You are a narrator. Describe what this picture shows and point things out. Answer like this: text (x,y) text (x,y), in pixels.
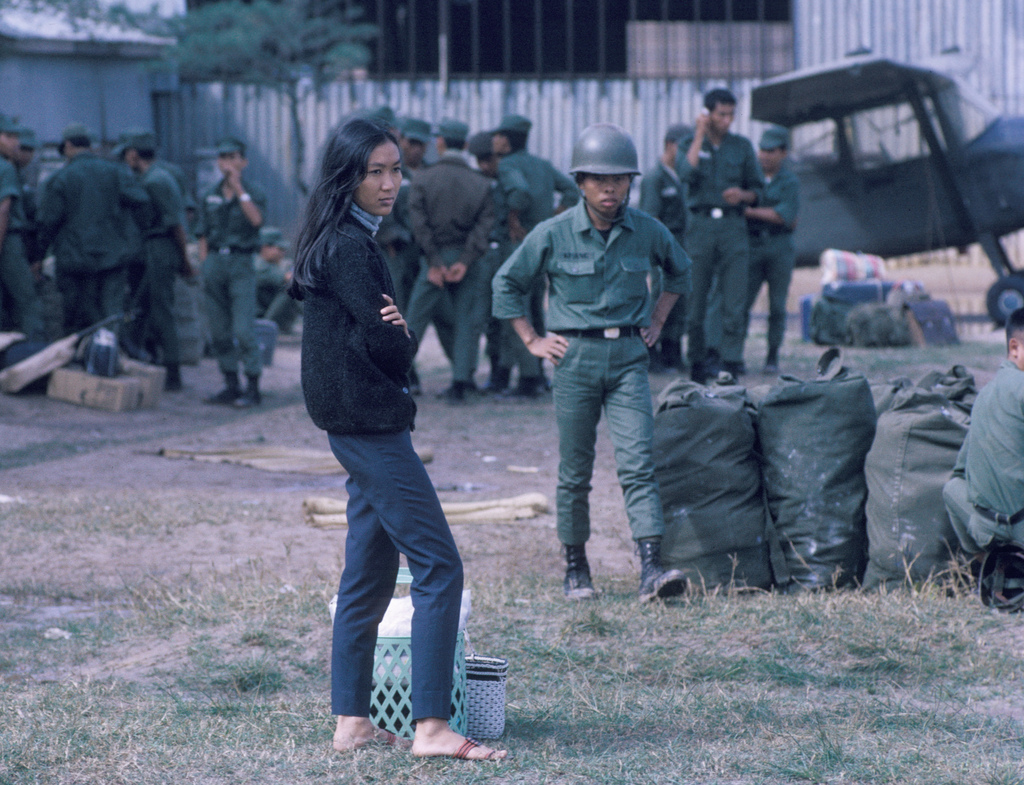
In the picture I can see a woman (316,345) wearing a dark color dress (350,381) is standing here. Here I can see few baskets (483,675) are placed on the ground (760,630), I can see a man (588,329) wearing green color dress (568,383), helmet (606,147) and shoes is standing on the grass (650,638), here I can see some bags (834,483) and a person (969,479) sitting on the right side of the image (952,508). The background of the images slightly blurred, where I can see a few people (51,184) are standing, I can see some objects (907,307), a vehicle (828,166), fence (285,126), trees (334,1) and house (34,42).
